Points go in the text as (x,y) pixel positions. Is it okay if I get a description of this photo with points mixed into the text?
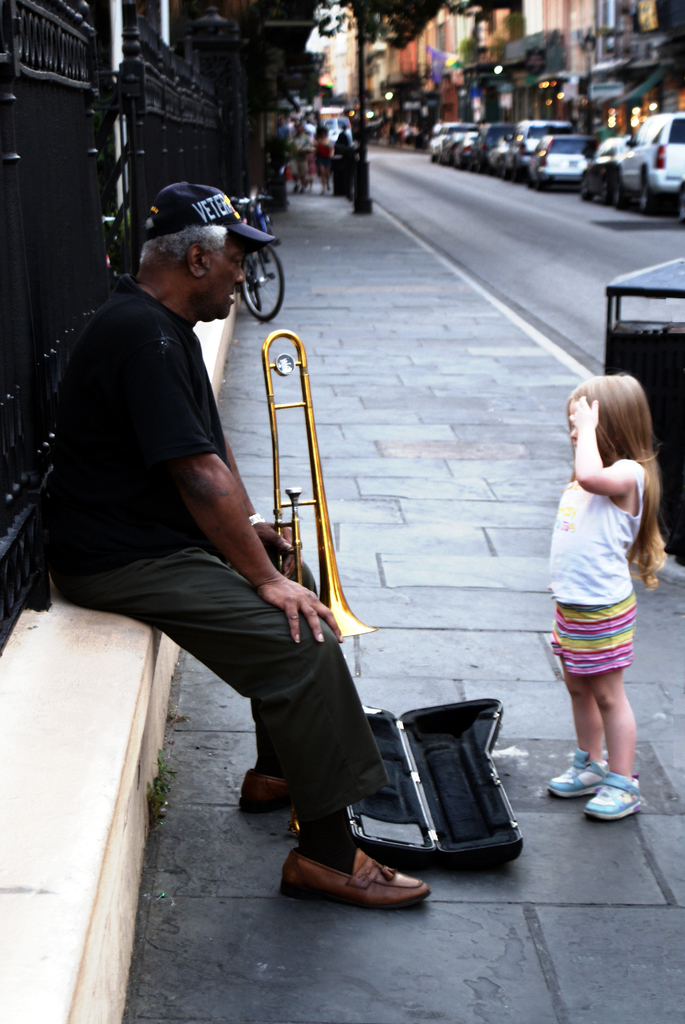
In this image we can see group of persons (168,452). One man (171,451) wearing a black dress (163,382) and a cap (217,214) is holding a musical instrument (299,538) in his hand (269,538) and sitting on the wall (122,680). To the right side of the image (601,396) we can see a child (583,515) standing on the ground (602,832) wearing a white dress (585,558). In the background (174,86), we can see a metal barricade (209,150), a group of vehicles (503,147) parked on the road (529,254), a group of buildings (563,35), poles (362,163) and a bicycle (267,285) parked on the path (362,322).
